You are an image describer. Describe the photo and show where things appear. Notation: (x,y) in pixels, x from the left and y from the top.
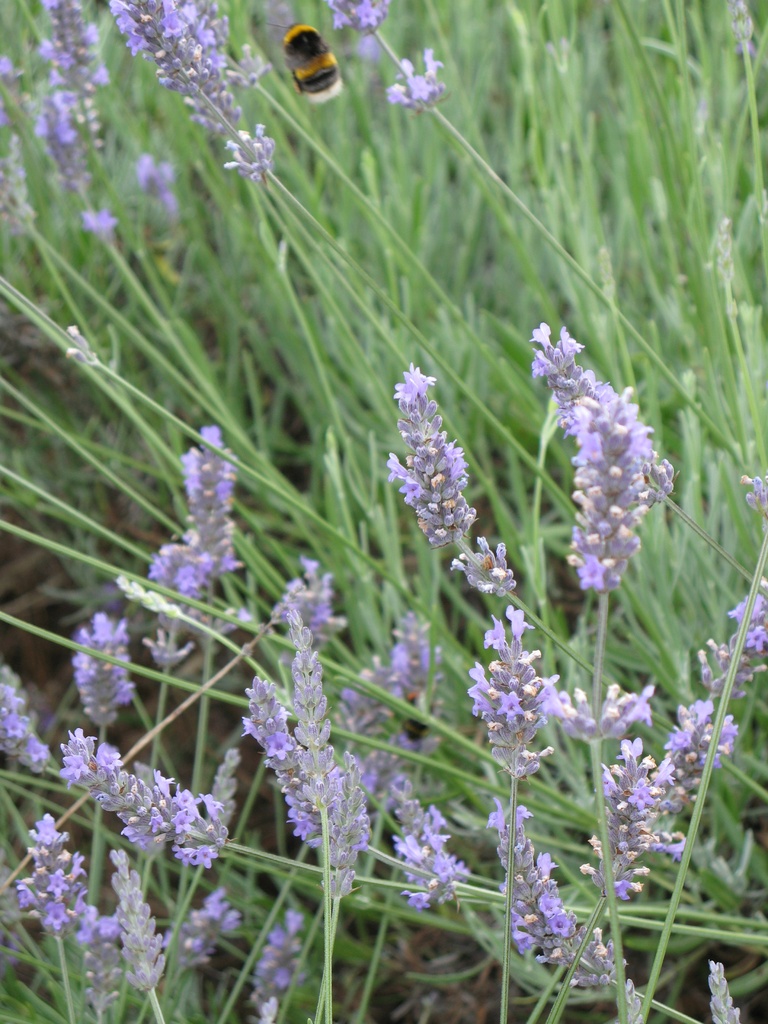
In this image there are plants (303,641) and we can see flowers (293,756). At the top (315,45) there is a bee (318,76).
